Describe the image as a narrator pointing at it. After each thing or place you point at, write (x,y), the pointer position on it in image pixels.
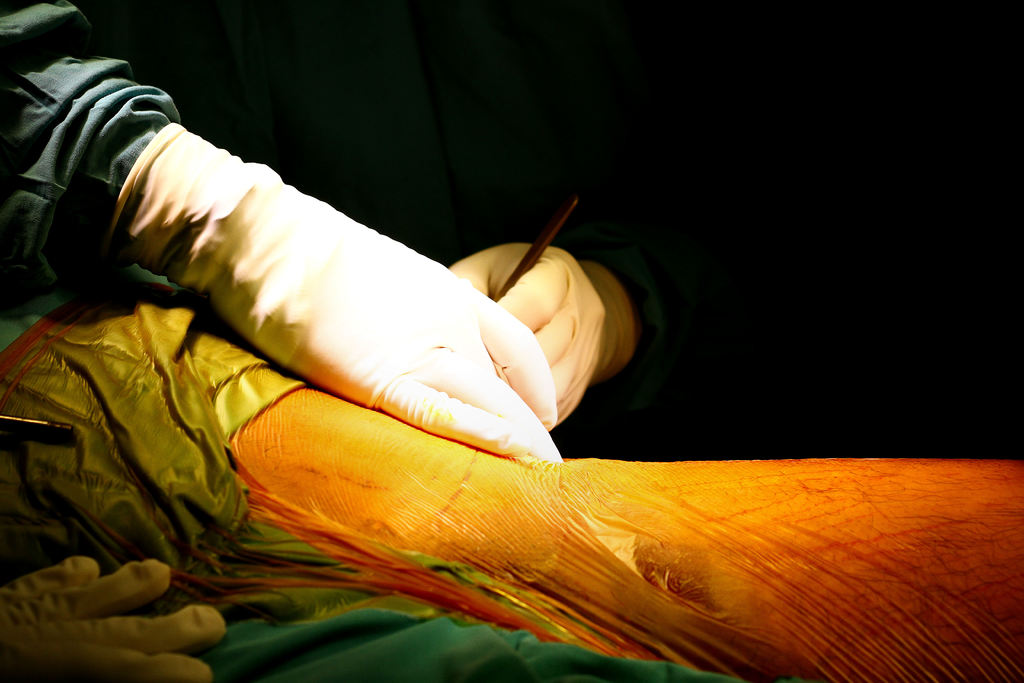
In this image there is one person (473,202) who is wearing gloves (260,238) and holding some knife (557,223), stick (544,245), and he is doing something. At the bottom (434,494) it looks like a person's body (383,502), on the body (350,497) there is one cloth (185,417) and there is black background (842,288).
